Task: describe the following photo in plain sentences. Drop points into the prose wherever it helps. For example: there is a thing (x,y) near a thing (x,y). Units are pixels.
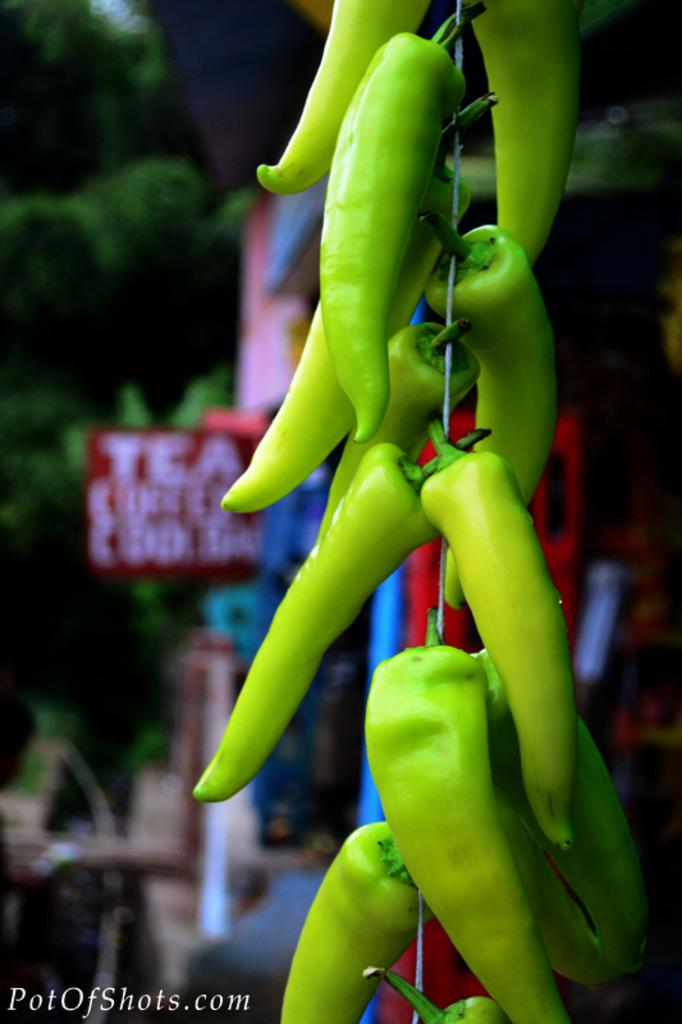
We can see green chillies (477,586) with wire (447,308). In the background (115,305) it is blurry and we can see red board (256,443) and trees (128,227). In the bottom left of the image (9,1011) we can see text (240,994).
